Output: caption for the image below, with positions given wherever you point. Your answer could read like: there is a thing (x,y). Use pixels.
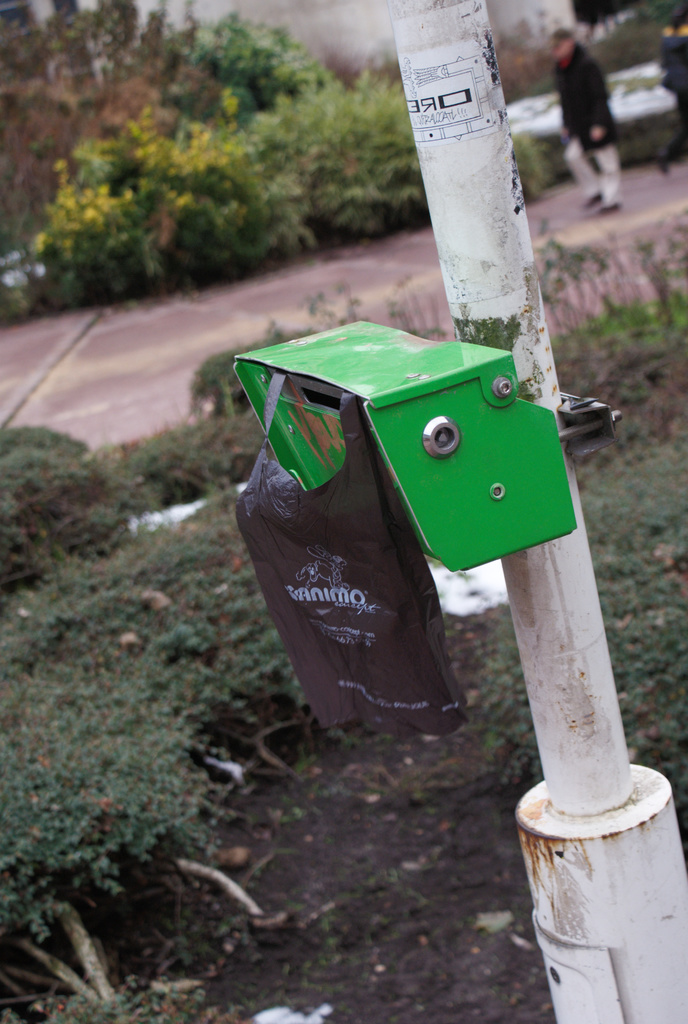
In the center of the image (371,414), we can see a box (278,451) and a bag (275,497) to a pole (573,615) and in the background (198,167), there are trees (175,121), plants (194,489) and we can see some people (611,132) walking on the road (573,205).
